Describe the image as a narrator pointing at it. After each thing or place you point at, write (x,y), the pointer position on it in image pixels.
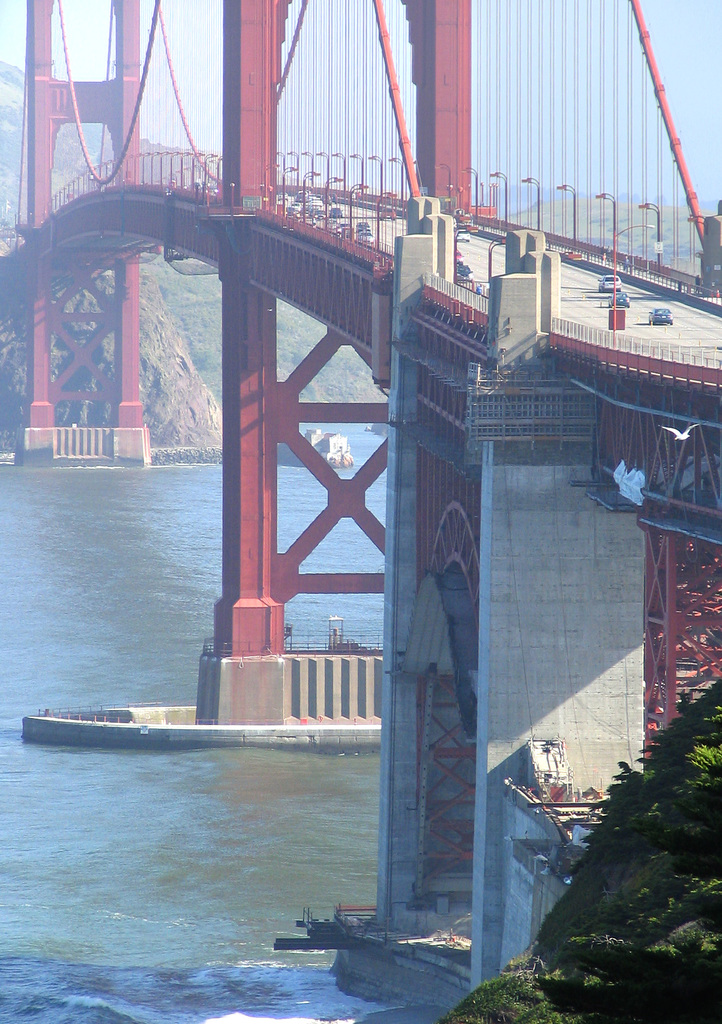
In this picture there is a bridge (164,214) which is red in color and there are few vehicles (361,235) on the bridge (274,169) and there is water (202,604) below it and there is greenery (630,916) in the right corner (652,878).
